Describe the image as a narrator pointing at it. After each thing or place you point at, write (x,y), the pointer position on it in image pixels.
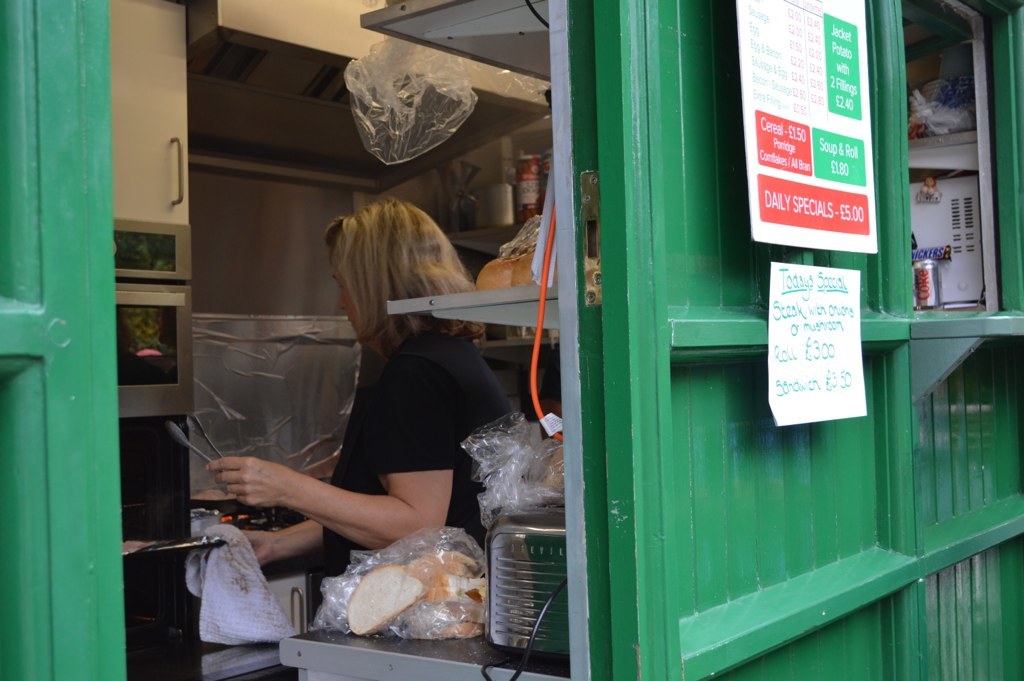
In this picture we can see a woman (391,535) holding a tong (227,468), cloth (236,530) with her hands (264,557) and at the back of her we can see plastic covers (406,103) food items (401,606), racks (492,2), poster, coke tin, board (754,217), jars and in front of her we can see cupboards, wall (706,365) and some objects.
